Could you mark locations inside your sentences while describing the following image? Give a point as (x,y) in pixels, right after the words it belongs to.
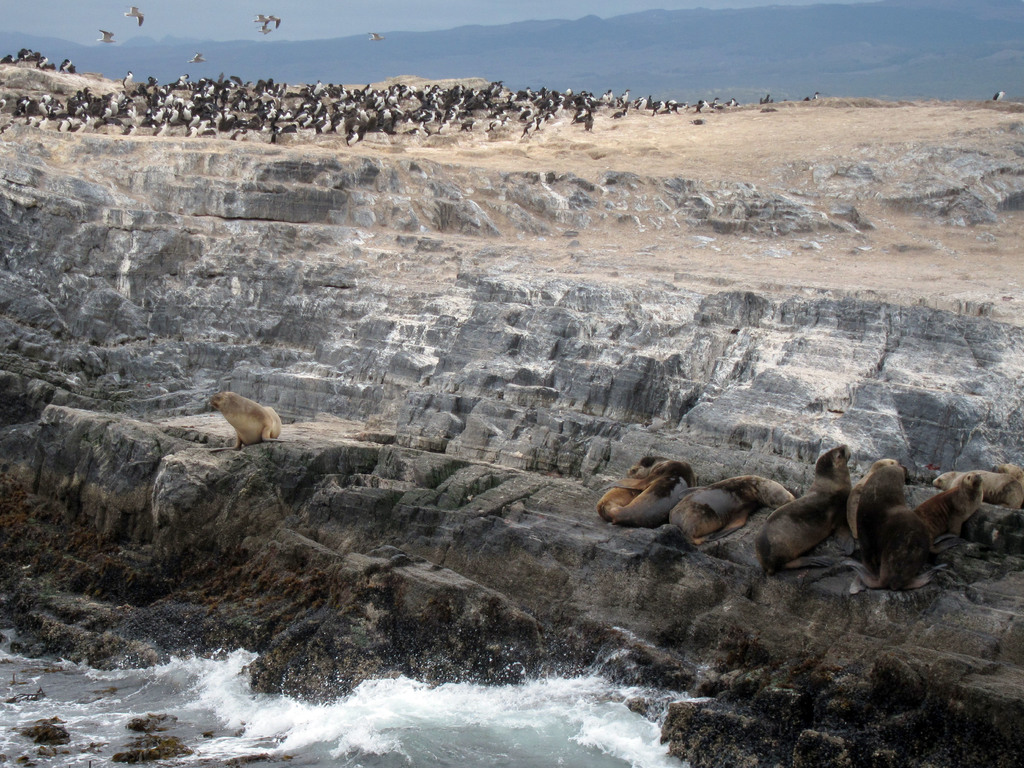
In this image on a rock surface (369,467) there are seals (233,404). In the bottom (287,714) there is water body (460,726). In the top (477,99) there are birds (489,105). In the background (577,47) there are hills (225,42). In the sky (213,35) there are birds (108,41).
